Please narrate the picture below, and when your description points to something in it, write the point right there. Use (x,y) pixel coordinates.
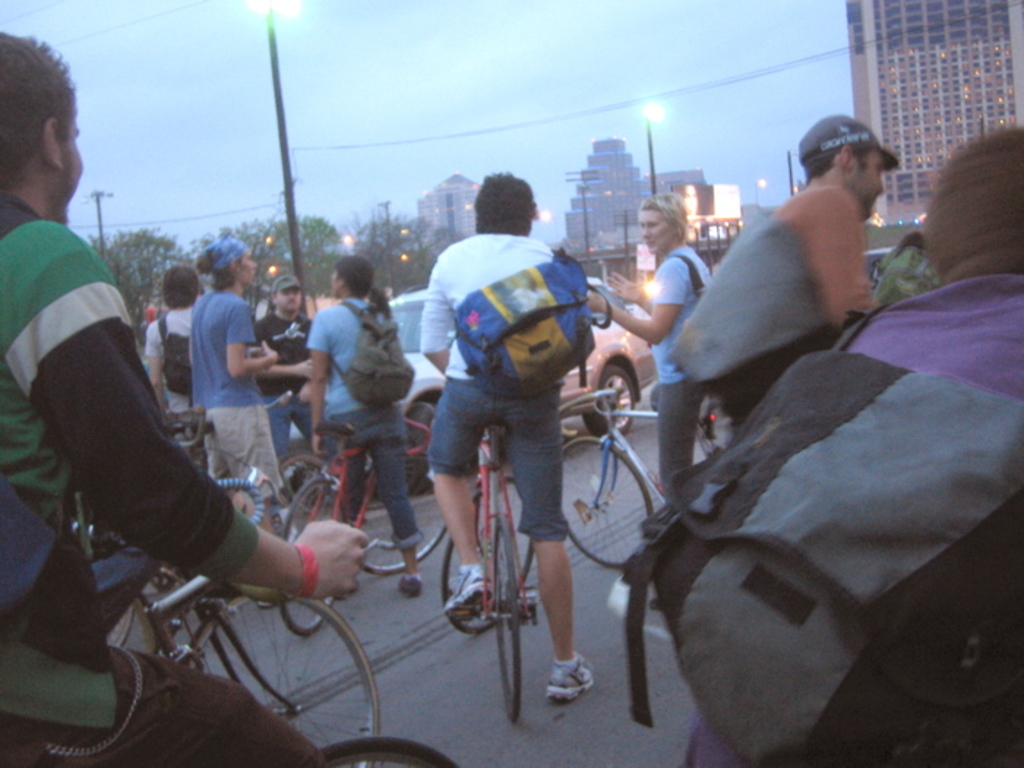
In the image there are group of people (551,414) riding a bicycle (519,603), on right side (701,263) there are few people (689,395) are standing and remaining few people (689,353) are walking. In center (611,354) we can also see a car (421,395), in background (379,152) we can see a street light (294,258), building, trees (332,258) and sky (304,102) is on top (360,50).
